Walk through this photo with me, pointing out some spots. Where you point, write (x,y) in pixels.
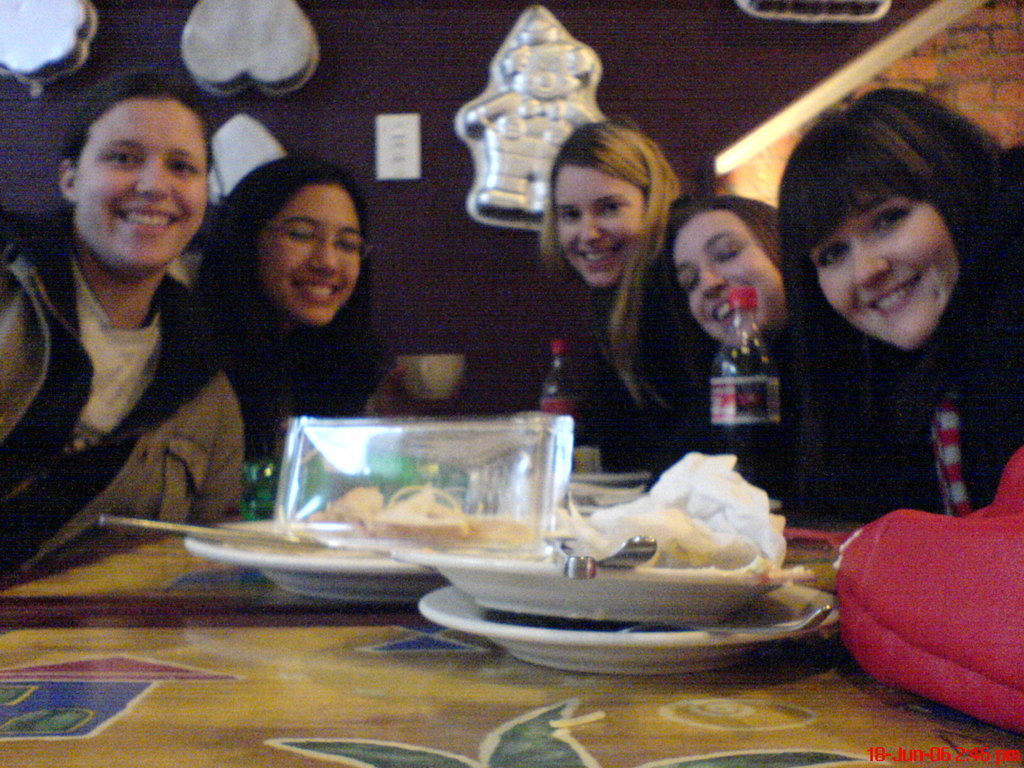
This persons (815,347) are sitting on a chair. In-front of this person (821,317) there is a table (64,721), on table (67,670) there are plates (672,609), spoon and bottle (731,420). On wall (446,125) there are moulds (274,39).
